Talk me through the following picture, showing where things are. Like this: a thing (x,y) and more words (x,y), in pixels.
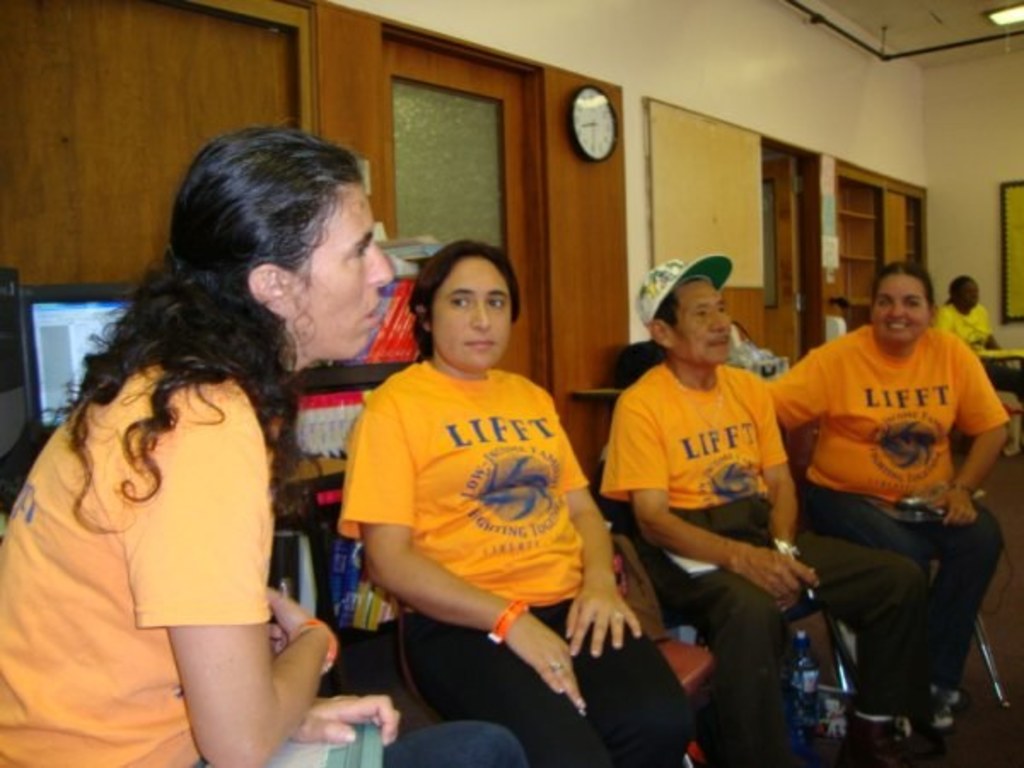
In this picture we can observe four members (618,481) sitting in the chairs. All of them were wearing yellow color T shirts (424,494). On the left side (72,356) there is a television (44,353). We can observe a white color wall clock (592,128) here. There is a door (410,193) which is in brown color. On the right side (857,259) there are shelves (851,240). We can observe a wall (730,73) here.
